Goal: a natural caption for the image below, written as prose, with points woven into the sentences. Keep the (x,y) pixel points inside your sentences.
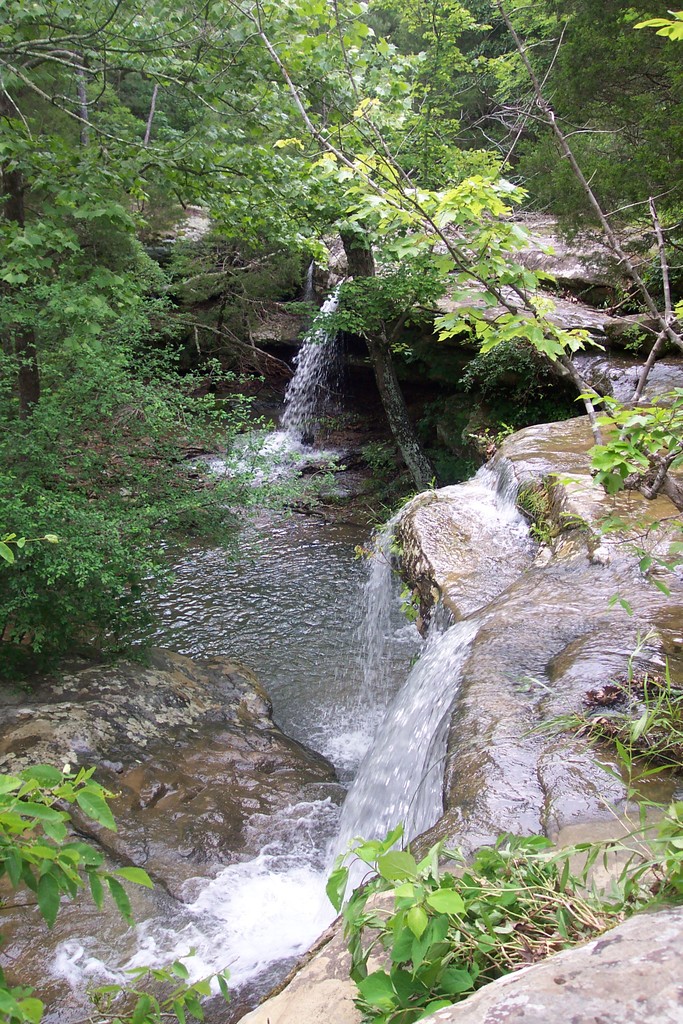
In this image there is a waterfall (488,470) and trees (646,116).
